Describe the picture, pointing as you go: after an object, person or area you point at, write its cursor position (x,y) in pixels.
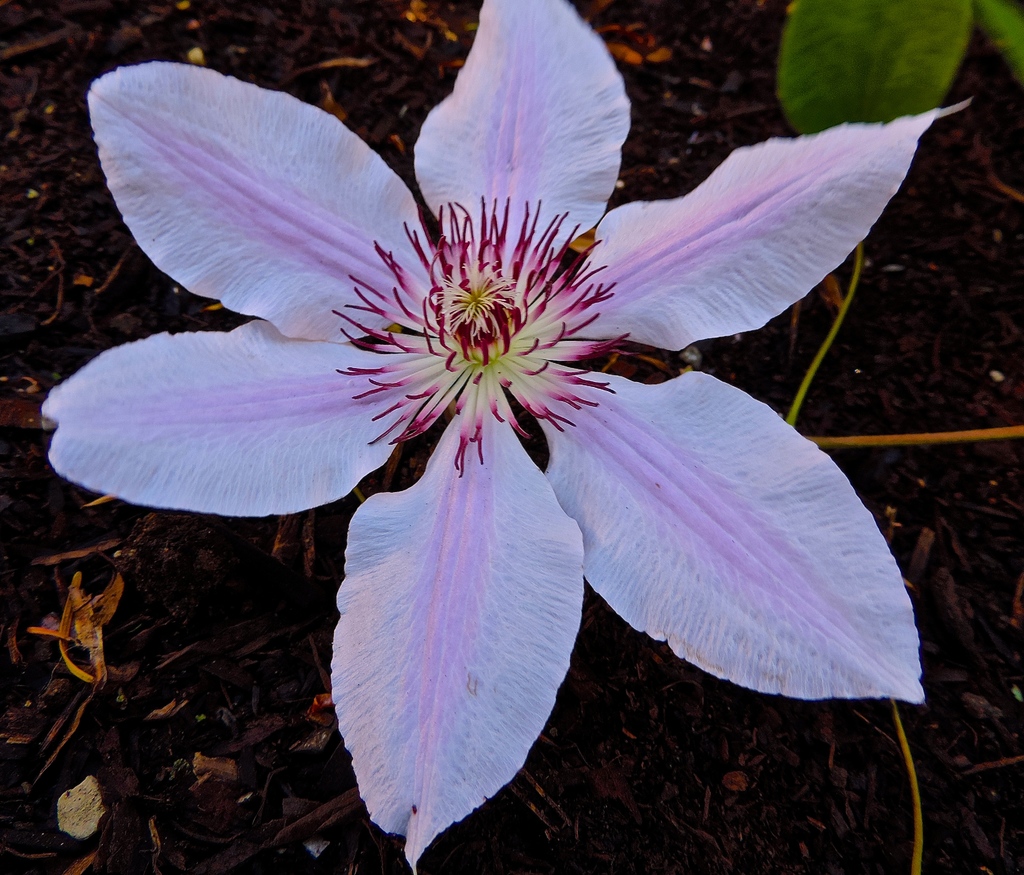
In the picture I can see flower (557,389) to the plant (840,61), which is on the surface (294,526).
